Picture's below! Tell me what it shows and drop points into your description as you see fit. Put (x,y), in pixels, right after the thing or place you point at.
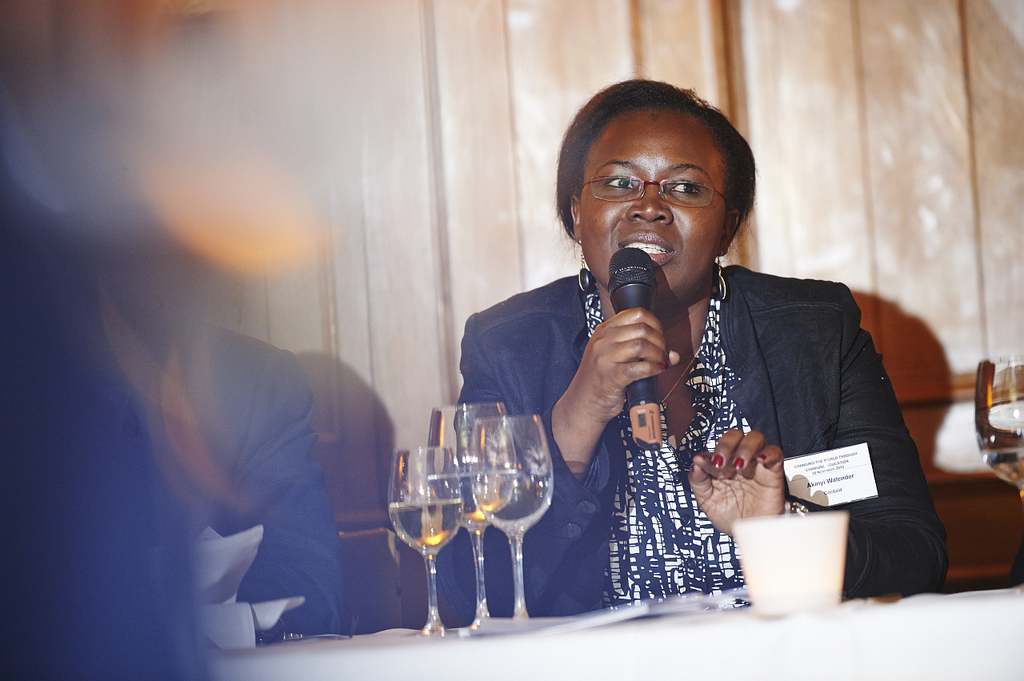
In this image i can see a woman (519,399) holding a microphone (642,256) in her hand (604,402), and a person (265,464) sitting next to her, i can also see wine glasses (501,527) in front of her. In the background (794,64) i can see wooden wall (839,103).
